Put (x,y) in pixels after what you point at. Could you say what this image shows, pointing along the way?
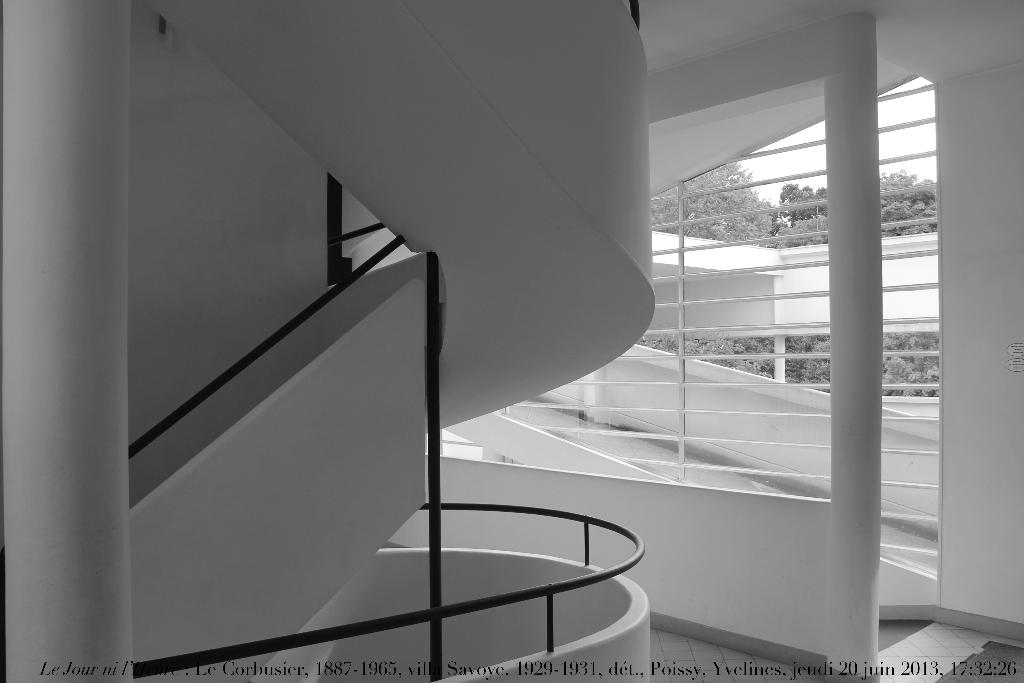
In this picture, we see the staircase (313,440) and a stair railing (427,297). Behind that, we see a white wall (791,544) and iron rods (613,437). In the background (900,374), we see the trees (936,370) and a wall (983,370) in white color. On the left side (17,9), we see a pillar (97,347) in white color. At the bottom (488,669), we see some text (545,669) written on it. It might be an edited image.
